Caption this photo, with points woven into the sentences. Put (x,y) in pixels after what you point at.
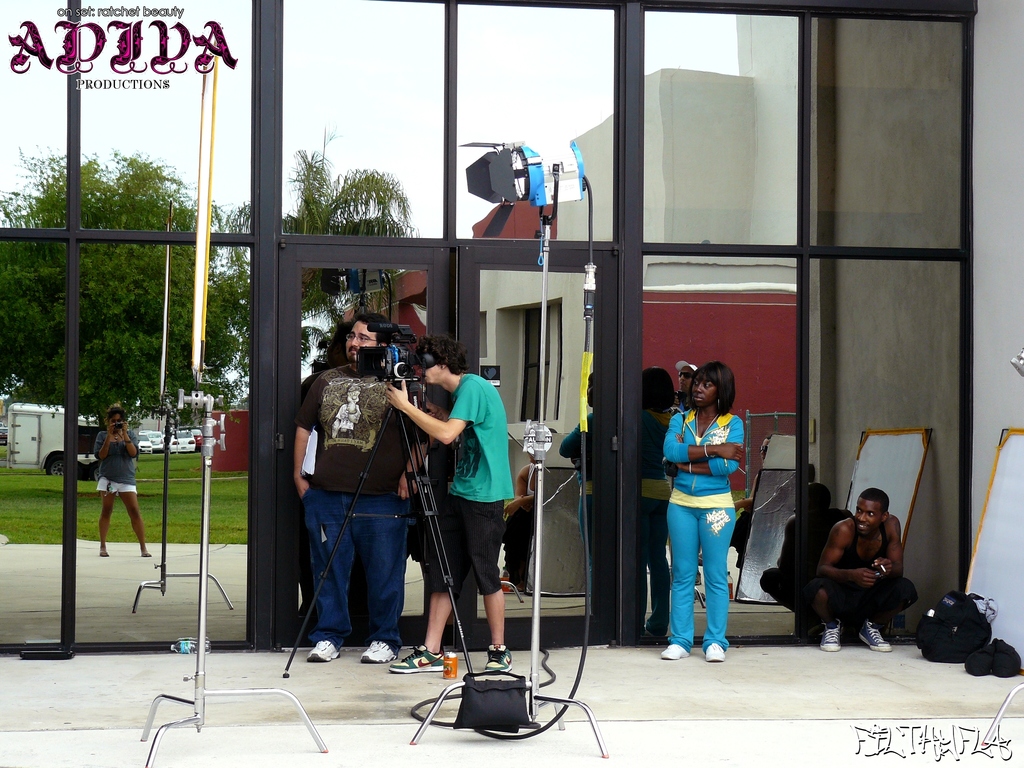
In this image there is the sky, there are plants (138,324), there are vehicles (142,438), there is grass (156,513), there is a glass wall (281,197), there are doors (510,326), there is a building (502,346), there are persons (478,489) standing, there are persons (452,535) holding an object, there are objects (491,682) on the ground (718,703), there is a board (1005,516) truncated towards the right of the image (1001,498), there is text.
